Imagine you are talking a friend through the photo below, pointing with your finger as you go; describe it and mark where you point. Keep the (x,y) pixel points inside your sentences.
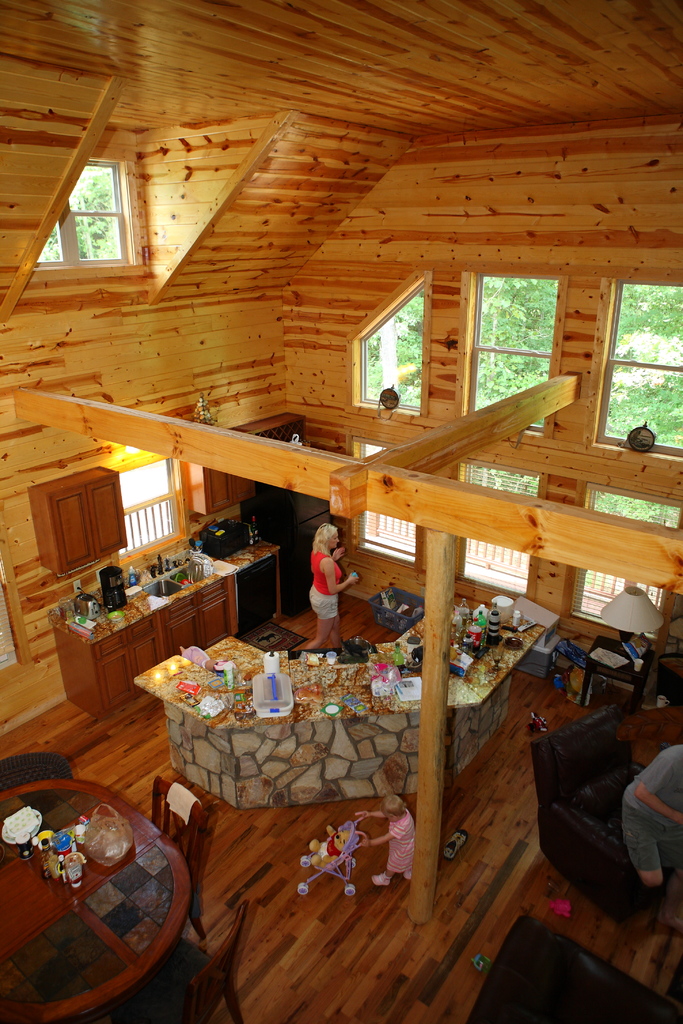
In this image there is a wooden house (375,127) in which there is a woman (322,584) at the bottom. Beside her there is a desk (312,681) on which there are bottles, bowls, plates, cups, tissue papers (272,672) and all food stuff (454,648). On the left side (203,586) there is a kitchen platform (100,620) on which there is a sink (169,580). Beside the sink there is a machine (123,586). On the left side (68,887) bottom there is a dining table (88,881) on which there are jars (80,864) and cups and there are chairs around the table (112,891). On the right side (577,828) bottom there are sofas (550,836). In the middle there is a kid (405,866) playing with the trolley (338,858).
